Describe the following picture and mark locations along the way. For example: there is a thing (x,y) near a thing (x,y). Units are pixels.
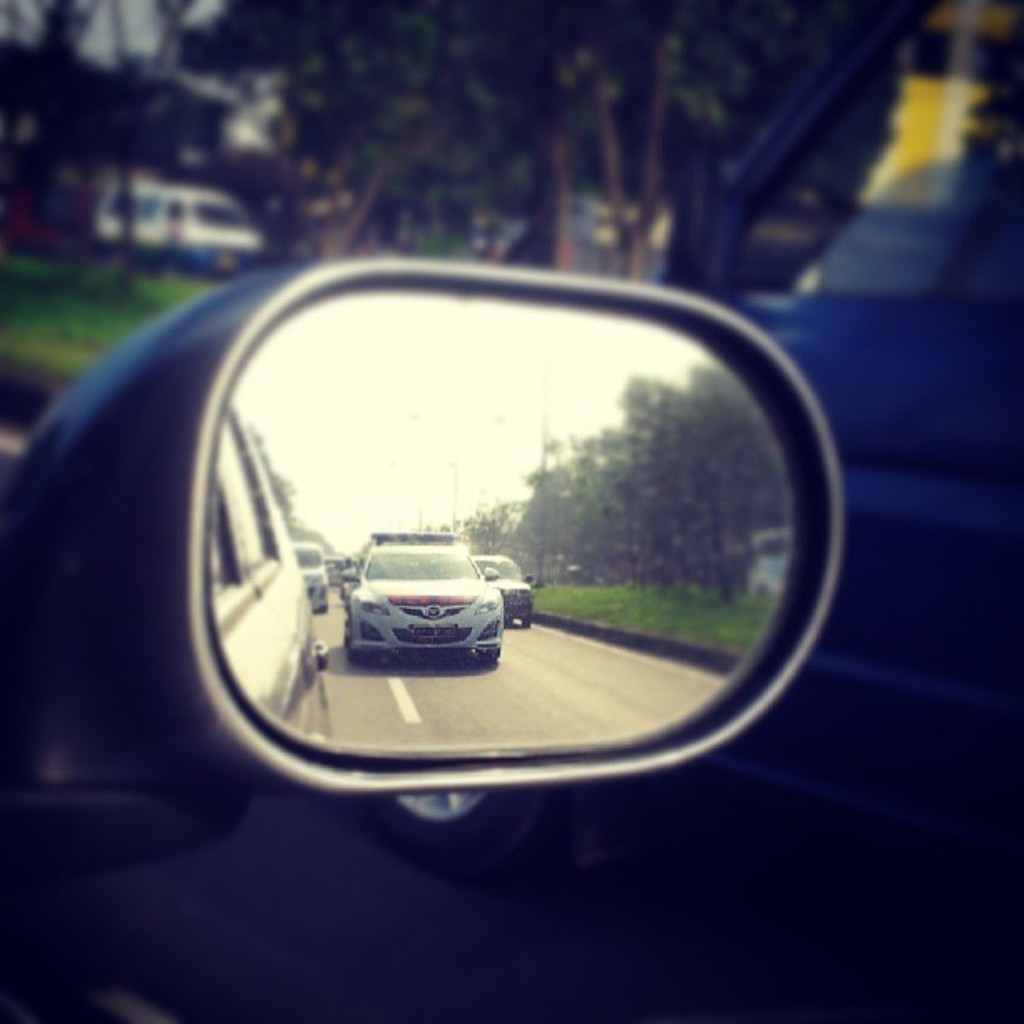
In the image we can see there is a side window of the car (815,430) and in the side mirror (465,573) there are cars (441,579) moving on the road (625,724). Behind there are trees (682,410) and the background (738,43) is blurred.
